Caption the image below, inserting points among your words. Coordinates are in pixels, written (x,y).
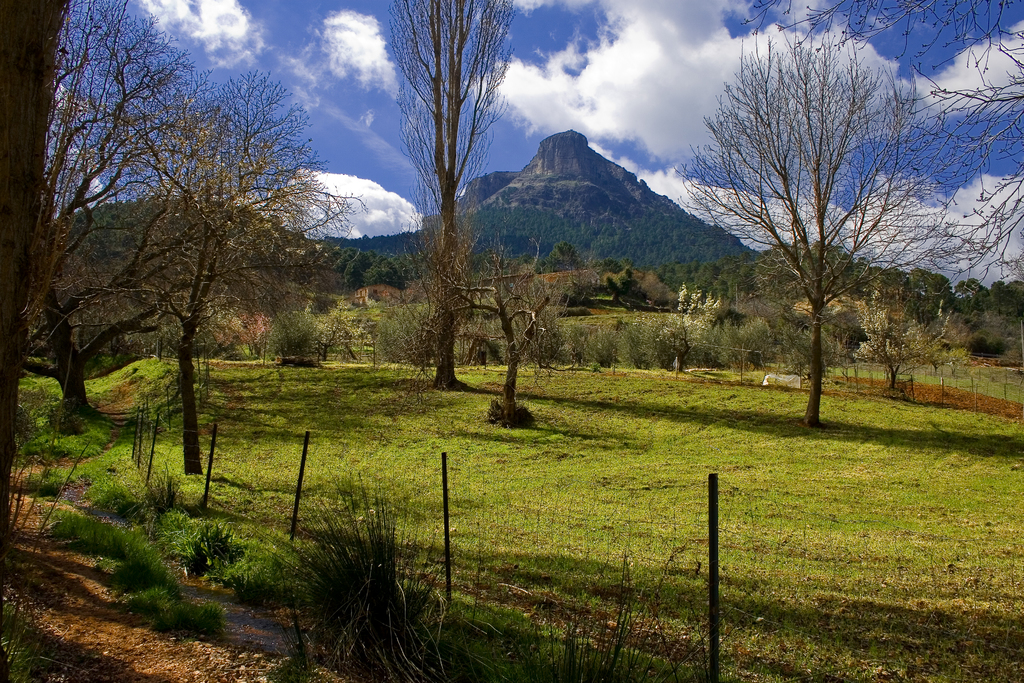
In this image we can see mountains (650,223), trees (547,233), sky (280,84) and clouds (532,123). At the bottom of the image (721,530) there is grass (470,471). There is fencing (304,485).
